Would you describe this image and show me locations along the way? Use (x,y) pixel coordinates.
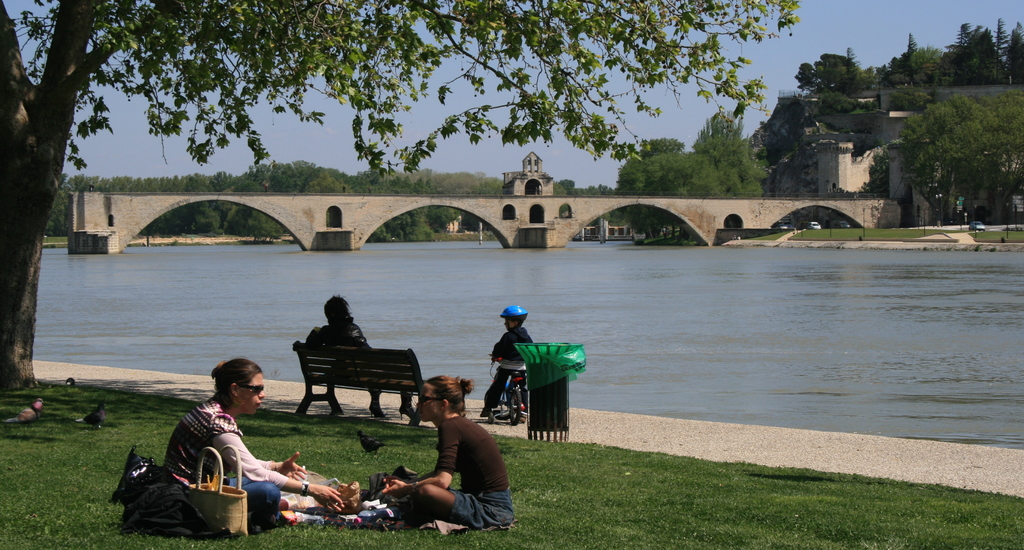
In the image we can see there are people (448,453) who are sitting on grass (654,525) and there are people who are sitting on bench (357,360) in front of them there is a river (781,262) and there are lot of trees (737,144) all around.
